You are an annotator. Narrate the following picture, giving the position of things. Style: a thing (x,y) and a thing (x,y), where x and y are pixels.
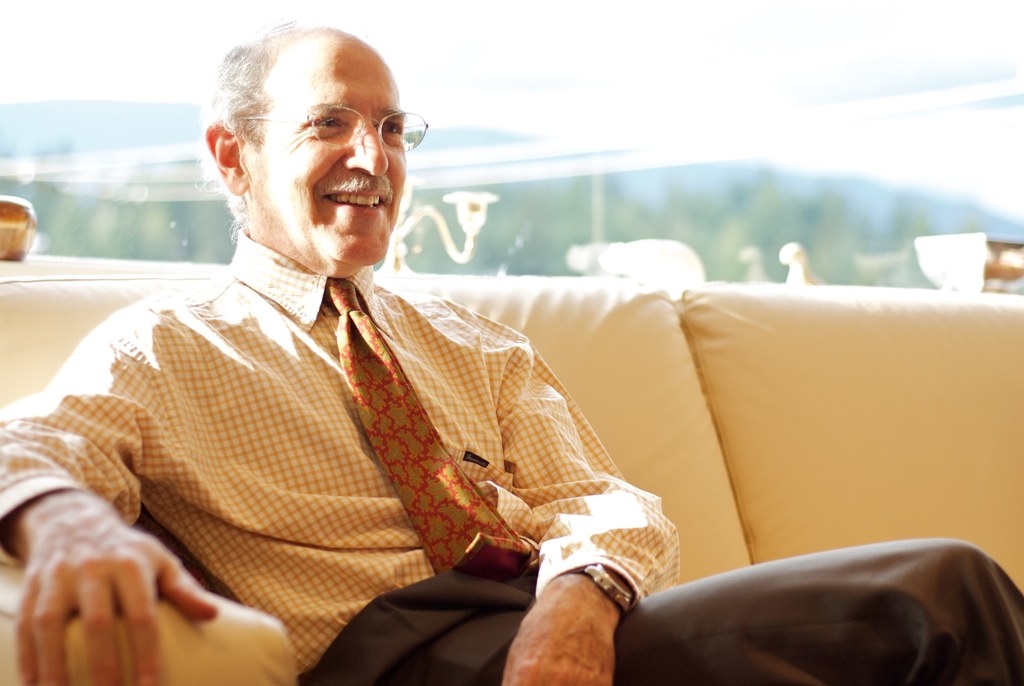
In the foreground of the picture (320,390) there is a person (407,329) sitting on a couch (538,310). In the background (168,135) there are trees (39,200), hills (671,170) and railing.
